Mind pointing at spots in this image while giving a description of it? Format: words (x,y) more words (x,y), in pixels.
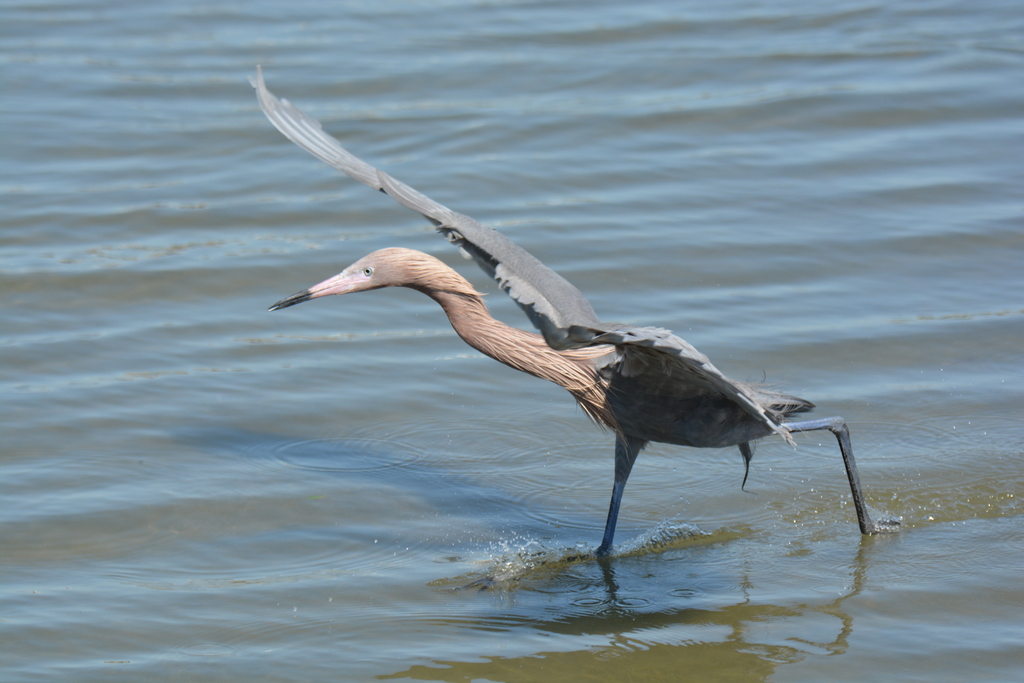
This picture shows a bird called reddish egret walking in the water (352,481).
